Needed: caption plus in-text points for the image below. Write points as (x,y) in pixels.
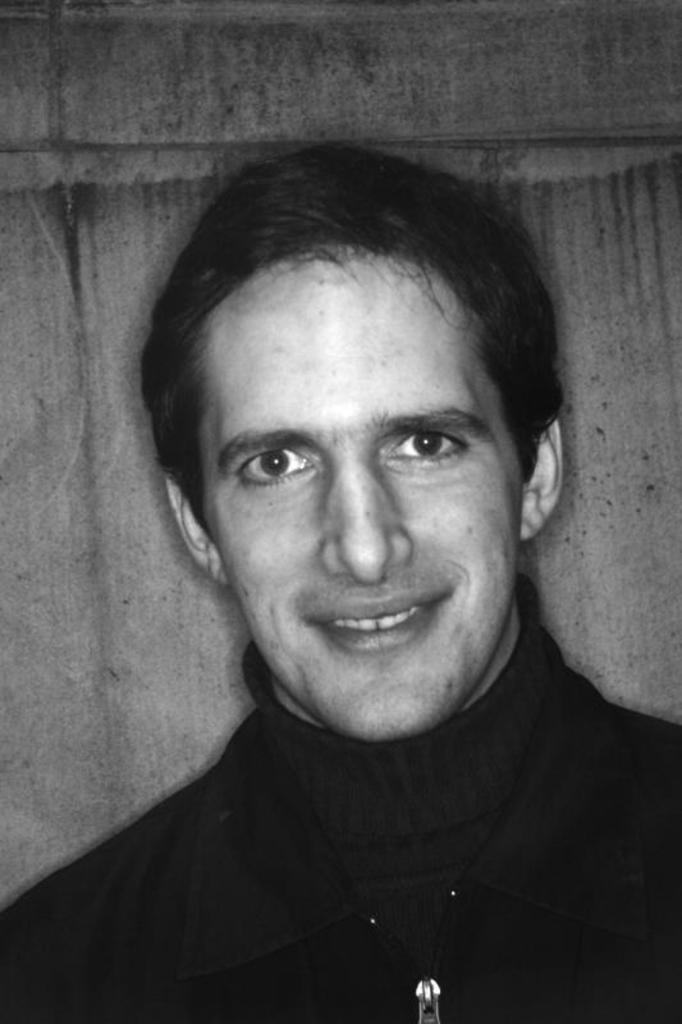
In this image I can see a man (269,829) in the front (515,647) and I can also see smile (307,614) on his face (393,680). I can see this image is black and white in colour.
